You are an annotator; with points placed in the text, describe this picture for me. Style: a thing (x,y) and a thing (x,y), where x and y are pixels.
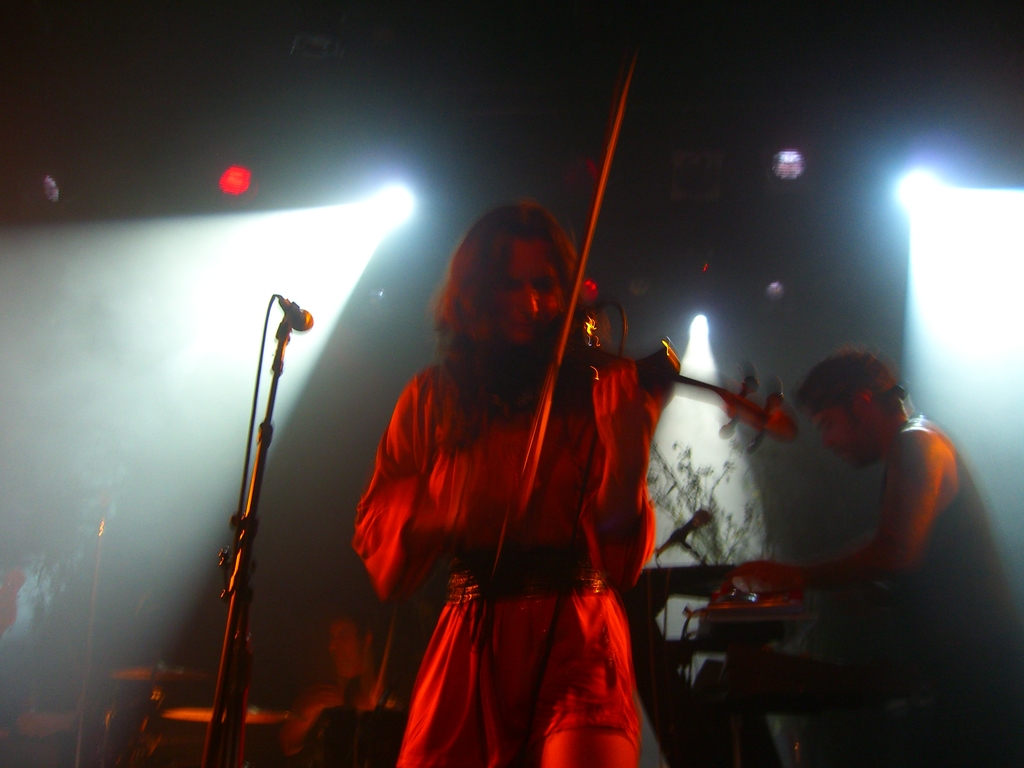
In this image there is a woman (479,541) standing and playing a violin (589,375). In front of her there is a microphone (301,315) to its stand (249,497). Behind her there is a man (894,609) standing and playing a keyboard (721,601). In the background (394,191) there are spotlights (406,200). The background (281,162) is dark.
